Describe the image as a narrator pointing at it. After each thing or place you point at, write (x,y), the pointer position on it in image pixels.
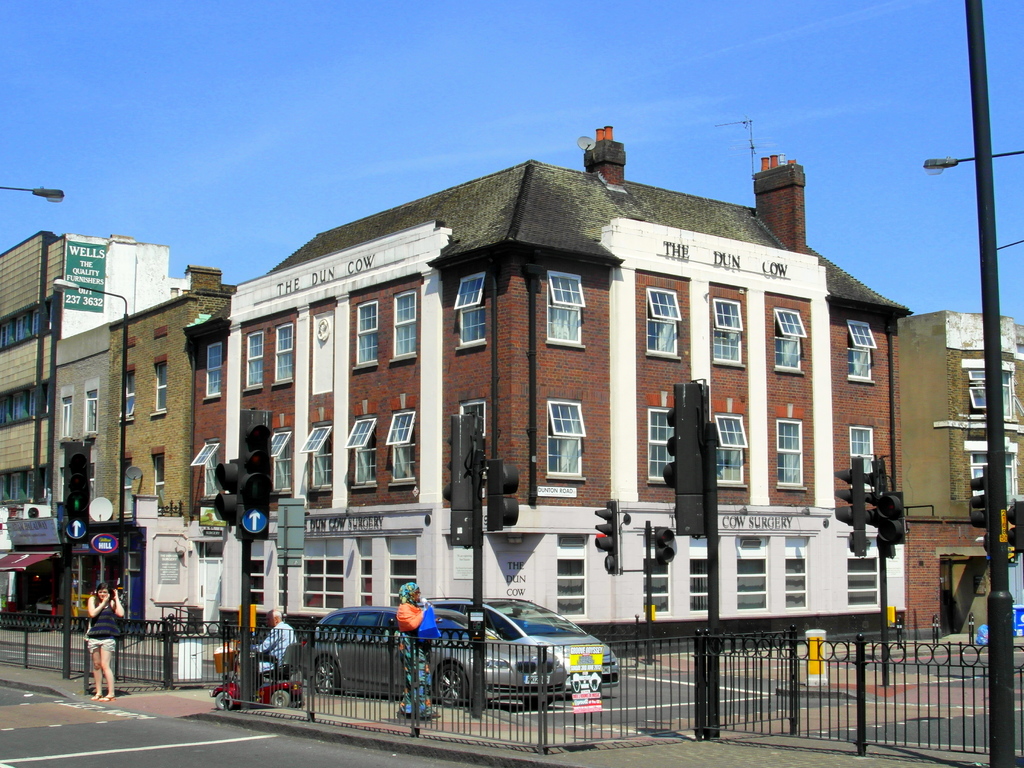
This picture is clicked outside. In the foreground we can see the traffic lights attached to the poles (712,580), we can see the street lights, metal rods (248,702), vehicles (555,640), group of persons (417,603) and some other objects (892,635). In the center (663,331) we can see the buildings (385,345) and we can see the text (94,297) on the buildings (368,276). In the background (333,104) there is a sky (684,107).
